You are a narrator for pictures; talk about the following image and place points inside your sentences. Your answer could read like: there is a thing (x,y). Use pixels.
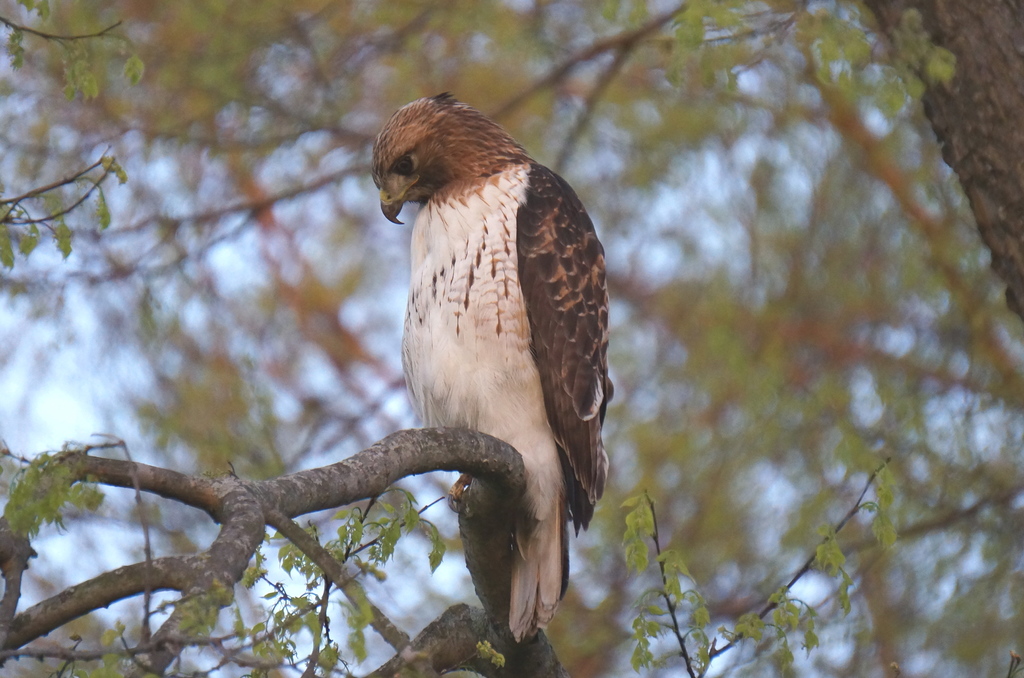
In this image we can see a bird (488,264) sitting on a branch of the tree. There is a tree (818,310) in the image. There is a blur background (760,420) in the image.
